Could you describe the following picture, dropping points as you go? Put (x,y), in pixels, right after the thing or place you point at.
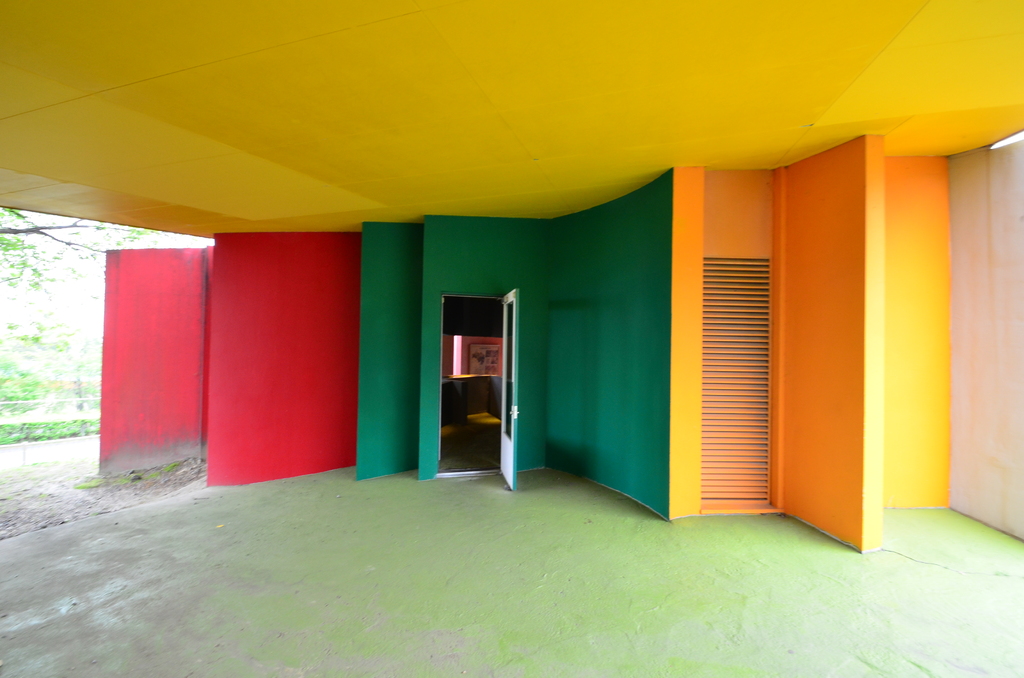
In this image I can see a door (504,435), walls (460,284) and a yellow color ceiling (501,138). Here I can see a tree (35,303) and some other objects (752,492).
